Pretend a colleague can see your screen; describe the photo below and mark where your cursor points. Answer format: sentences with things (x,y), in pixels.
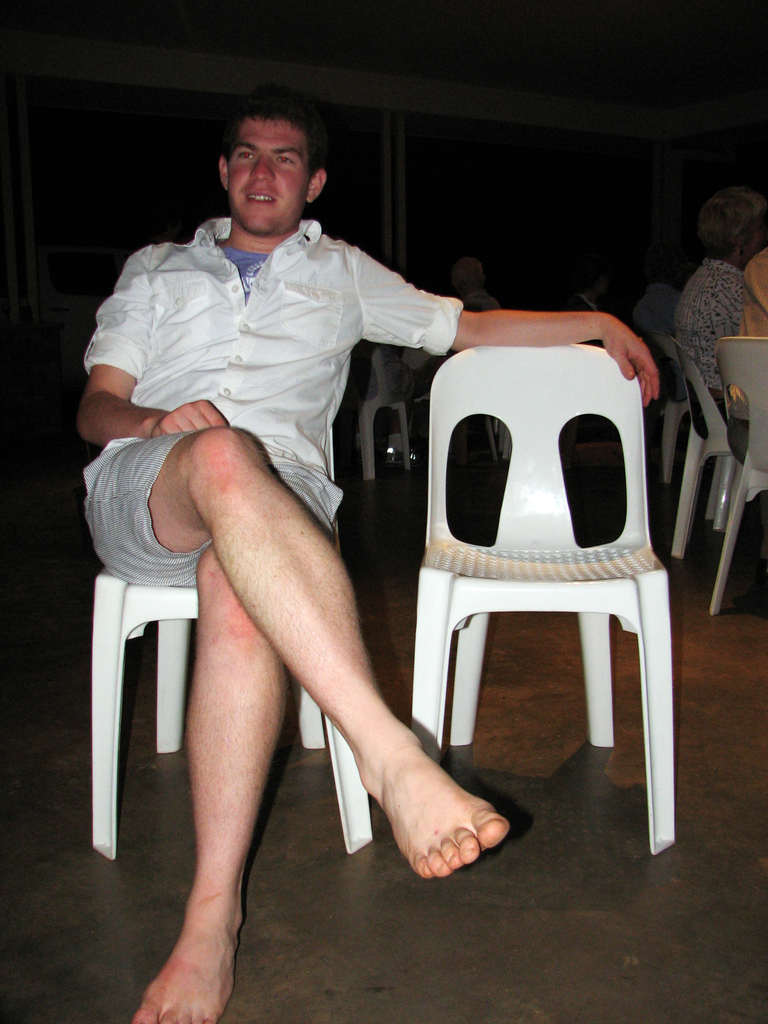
In the image we can see there is a person (242,624) who is sitting on chair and beside him there is another chair (456,410) and at the back (669,256) there are lot of people (700,272) who are sitting on chair (760,425) and the person (313,345) is wearing white colour shirt (228,359).
